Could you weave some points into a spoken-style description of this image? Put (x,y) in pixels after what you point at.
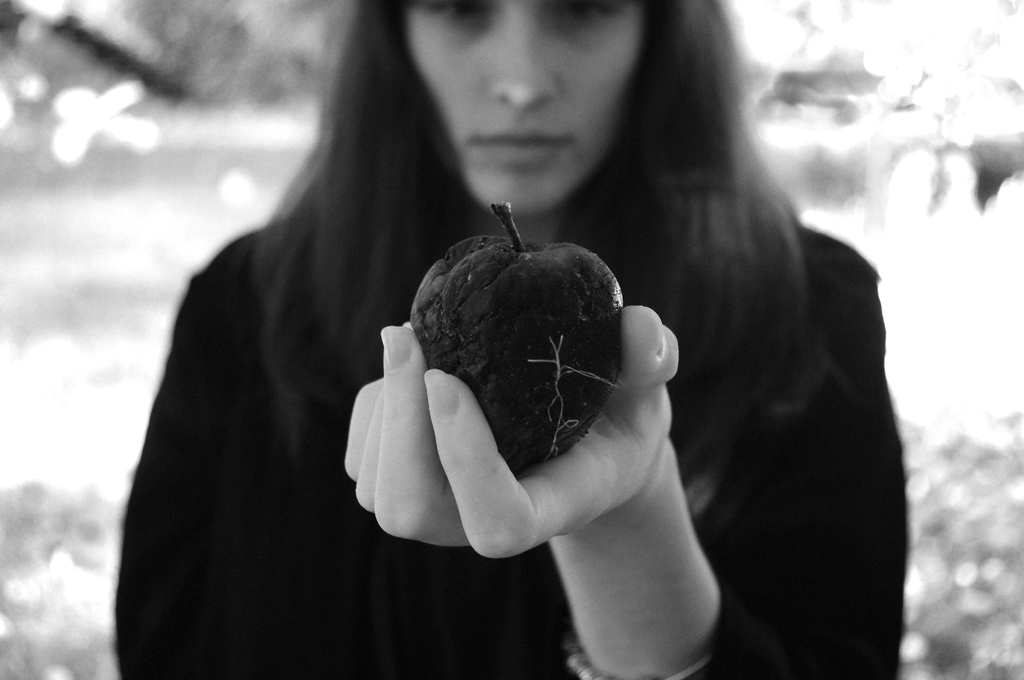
This is a black and white image where we can see a person (409,293) holding a rotten apple (604,273) in her hands (468,401) and the background of the image (927,383) is blurred.
